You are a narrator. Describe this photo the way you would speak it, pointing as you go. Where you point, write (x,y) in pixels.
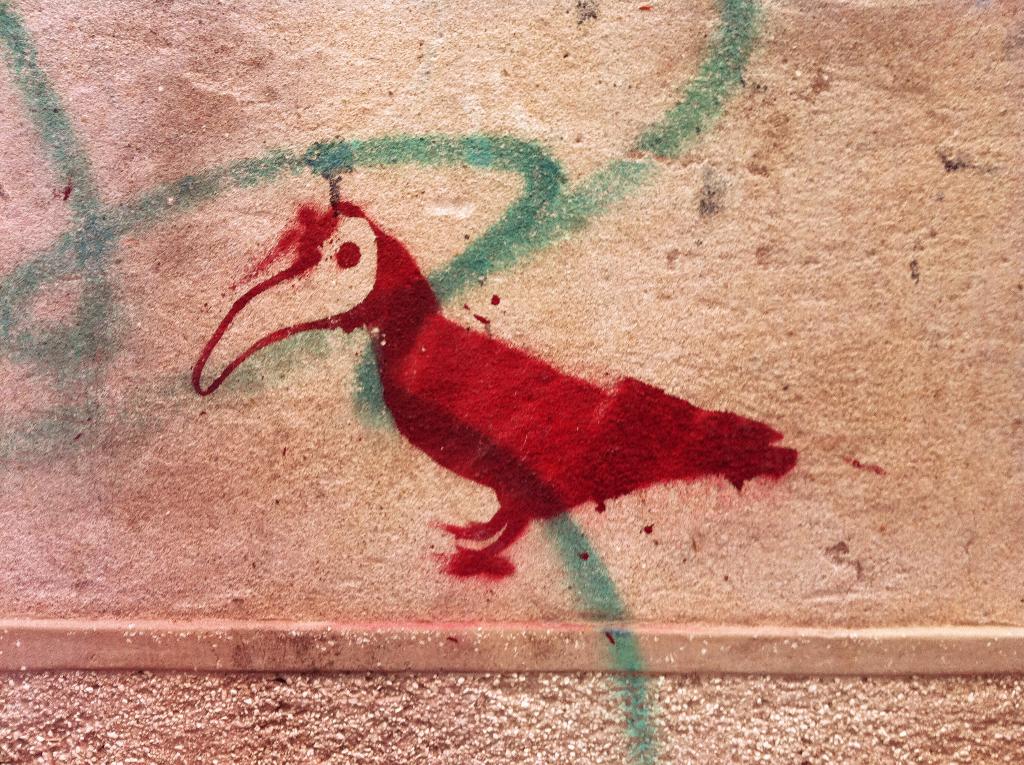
In this picture I can see painting (347,284) of a bird (343,313) on the wall (329,472). It is red in color.
